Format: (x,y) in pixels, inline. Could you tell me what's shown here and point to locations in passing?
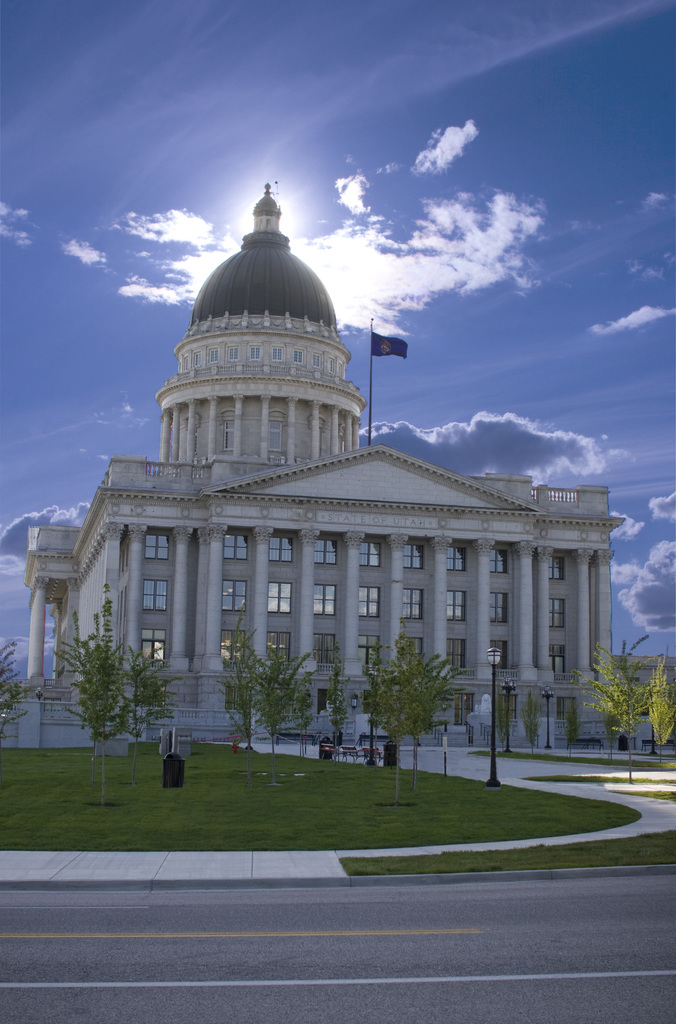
This is the front view of a building (331,554), there is a flag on top of the building (276,450), in front of the building (276,441) there are grass (191,764), trees (416,723) and lamp post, in front of the grass (341,839) there is road (229,943), at the top of the image (360,285) there are clouds (361,438) in the sky (200,200).
